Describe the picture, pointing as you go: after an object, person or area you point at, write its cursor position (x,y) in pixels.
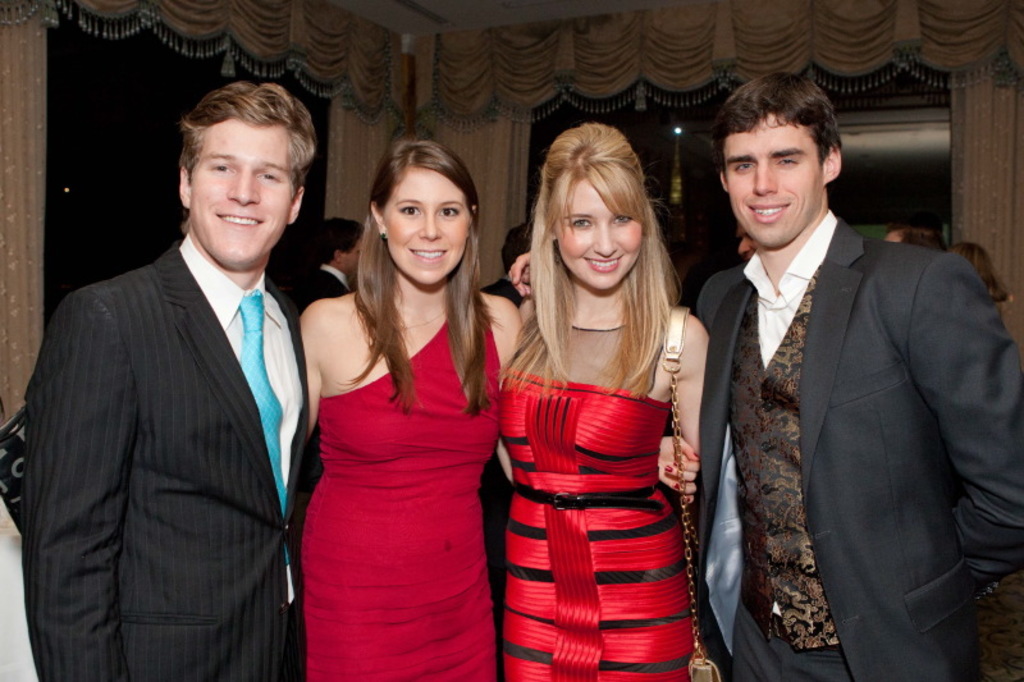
In this image I can see two women (361,352) and two men (192,150) are standing. I can also see smile on their faces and I can see they are wearing formal dress (279,406) and here I can see these two are wearing red colour dress (591,433). In background (320,282) I can see few more people (309,274) and I can see this image is little bit in dark from background (75,115).
